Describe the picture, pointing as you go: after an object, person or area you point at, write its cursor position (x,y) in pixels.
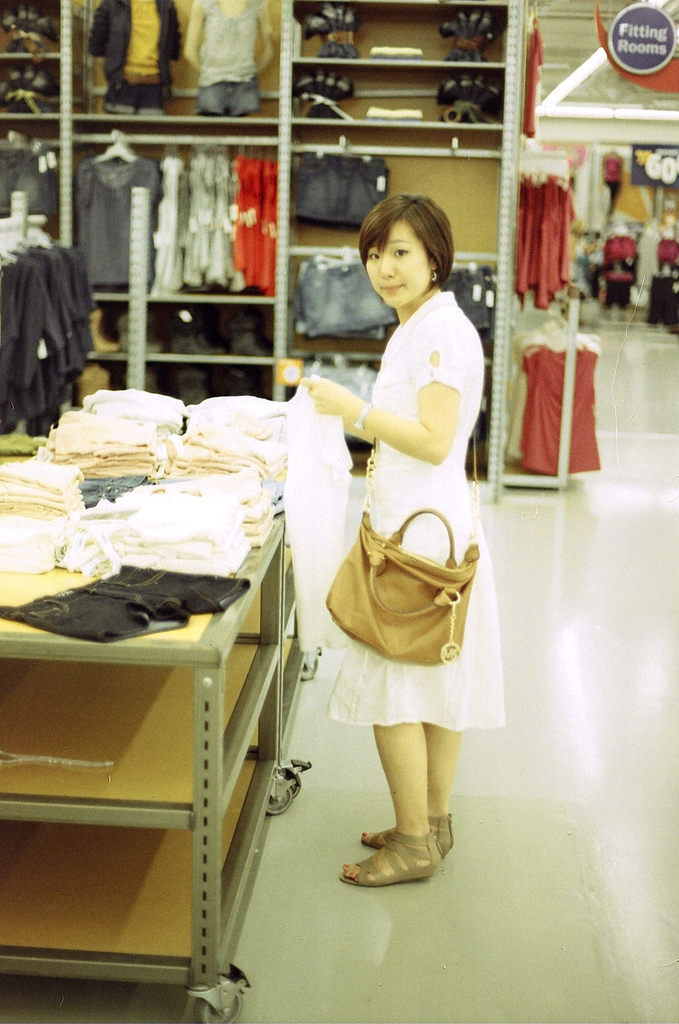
There is a woman (415,434) wearing a bag (459,580) is standing. Near to her there is a table (185,795) with wheels (297,778) and racks (191,673). She is holding a cloth (303,500). On the table (146,648) there are clothes (163,441). In the back (63,142) there are cupboards (220,133) with racks (224,122). On that there are clothes (313,208). In the background (549,251) there are clothes (549,251) hanged and there is a board (651,14) with something written.
